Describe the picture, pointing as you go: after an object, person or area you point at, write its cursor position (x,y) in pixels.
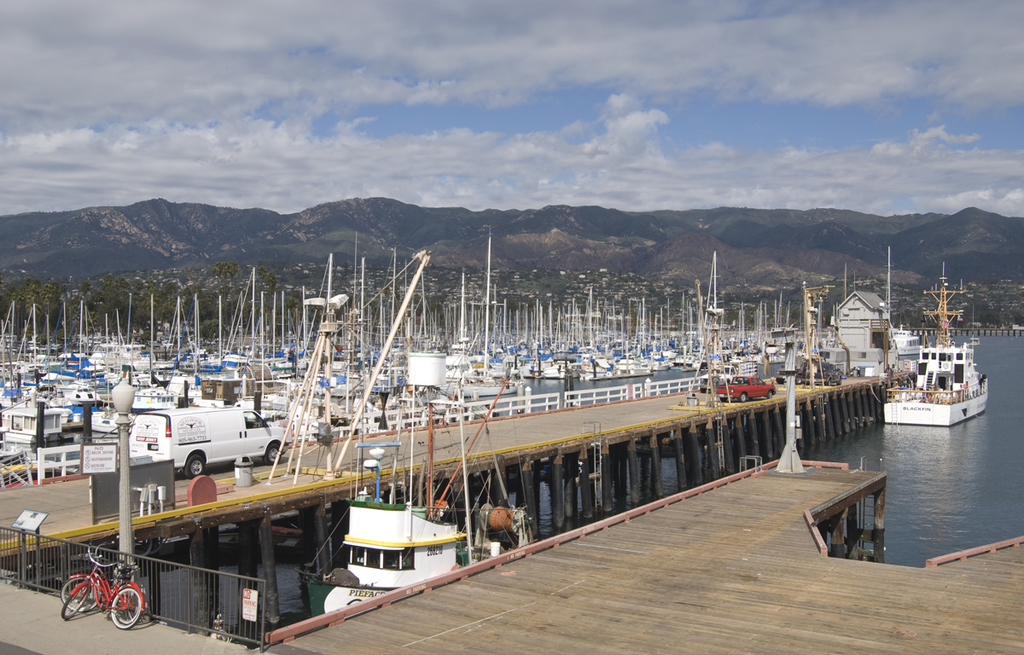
In this image I can see few vehicles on the bridge (348,454) and I can also see few boats (537,344) on the water (955,544), poles (551,338). In the background (533,219) I can see the mountains (341,212) and the sky (483,145) is in blue and white color.
